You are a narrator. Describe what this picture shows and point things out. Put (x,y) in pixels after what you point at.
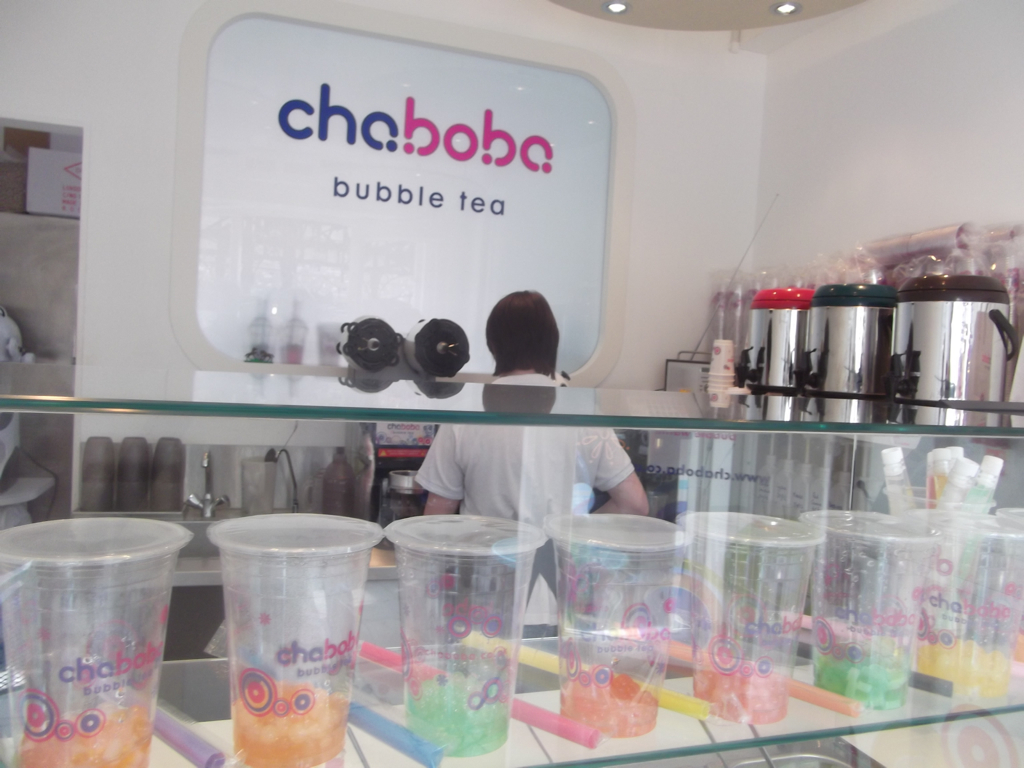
In this picture we can see few glasses (728,650) and straws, on the right side of the image (865,378) we can find few steel containers (895,350), in the background (544,355) we can see a person (537,440), few lights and a digital screen (396,175).
